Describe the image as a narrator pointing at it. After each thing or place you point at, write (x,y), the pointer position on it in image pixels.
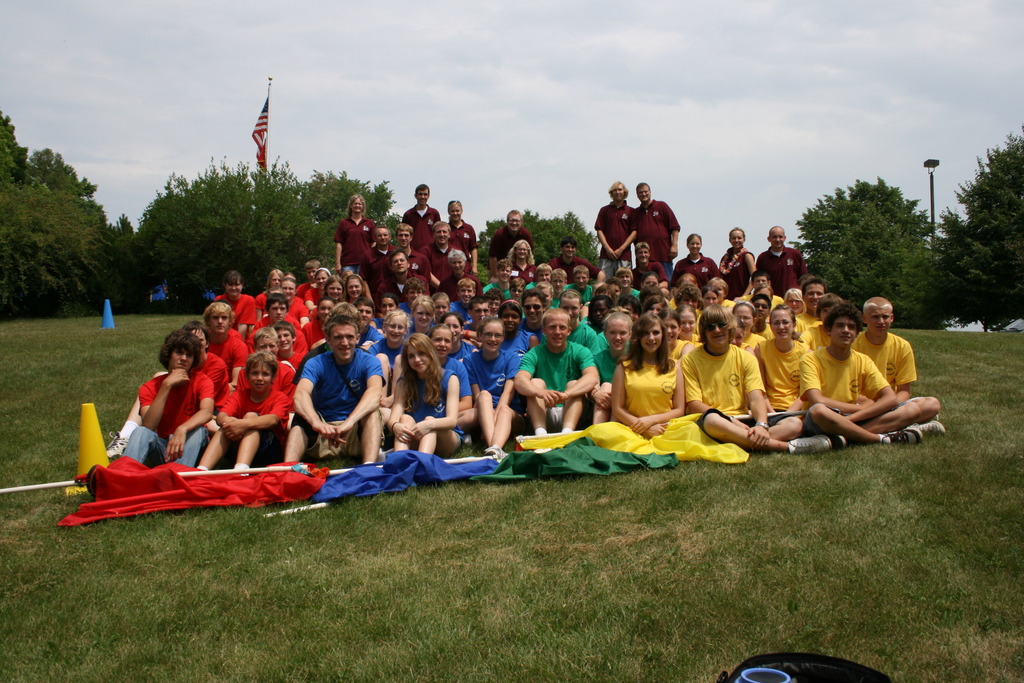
In this image I can see group of people (322,387). Also there are trees (481,249), poles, grass (59,432), flag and cone bar barricade (92,449). Also at the bottom of the image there is an object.
